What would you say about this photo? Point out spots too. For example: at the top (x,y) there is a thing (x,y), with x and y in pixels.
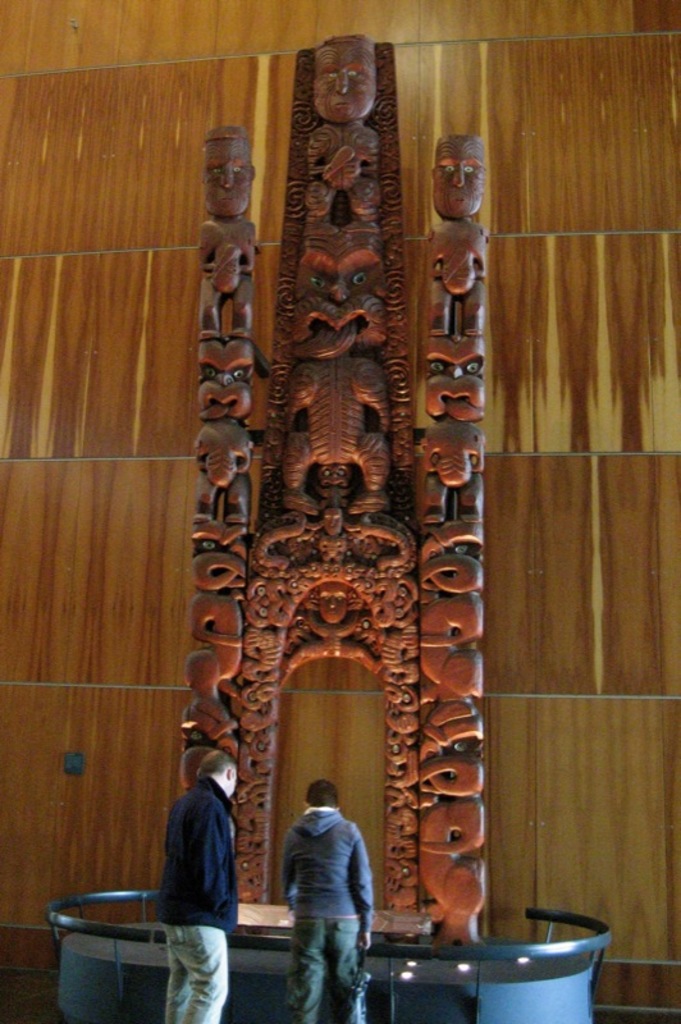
This image consists of two persons (220,959). They are wearing jackets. In the front (371,551), it looks like an idol (378,482). In the background (664,558), there is a wall (551,239) made up of wood (505,624). At the bottom (547,1009), the table (447,1009) is in blue color.
